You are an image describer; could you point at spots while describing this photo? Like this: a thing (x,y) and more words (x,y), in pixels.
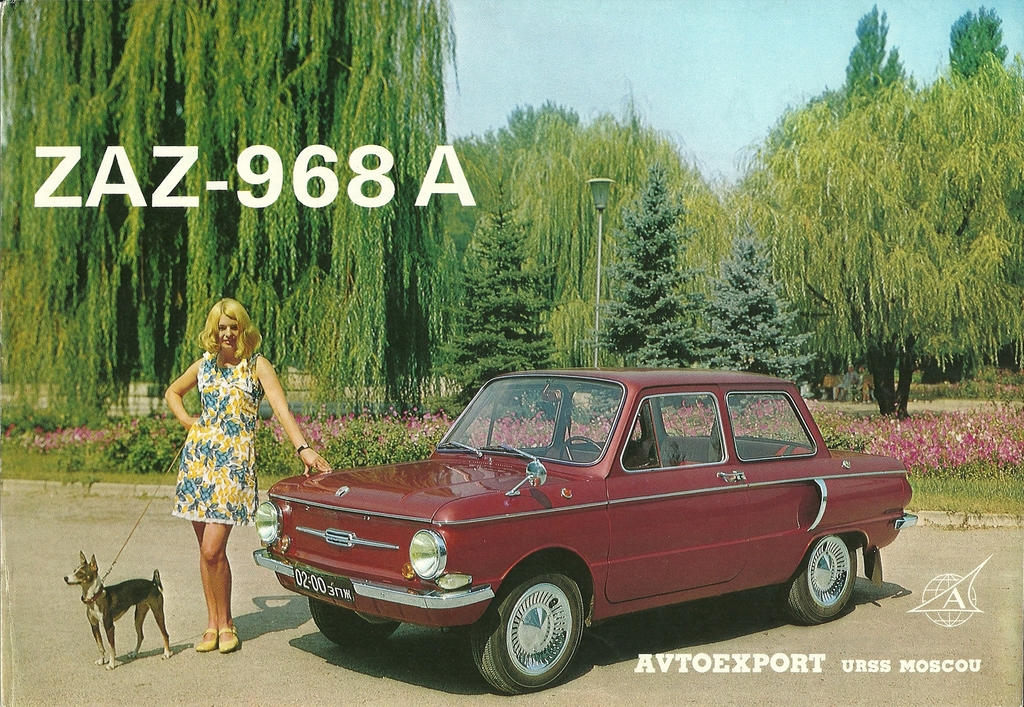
In this image, in the middle (678,453), we can see a car (718,542). On the left side (270,371), we can see a woman (200,524) standing on the road (234,604), keeping one hand (322,463) on the car (337,543) and holding the collar rope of a dog (90,575) on the other hand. In the background (113,362), we can see some trees (622,281), plants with flowers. At the top (662,41), we can see a sky (689,46), at the bottom (955,495), we can see a grass (1008,503) and some text (739,668) on the road (696,634).
